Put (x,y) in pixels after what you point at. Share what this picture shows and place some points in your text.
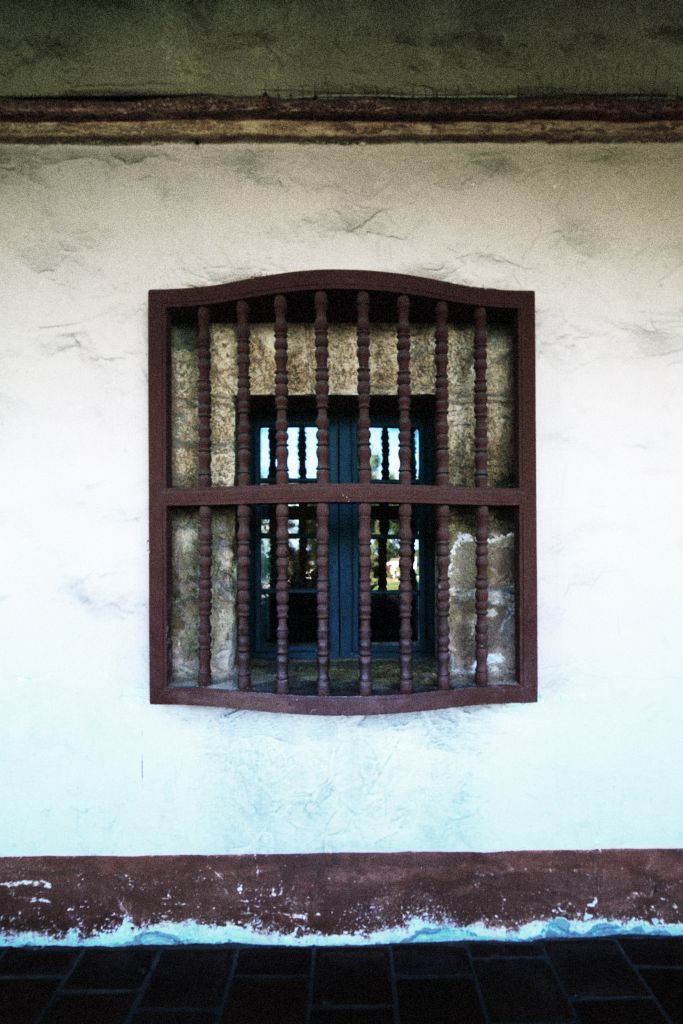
In this picture we can see the floor (250,979) at the bottom of the picture (260,977). We can see a window (534,386) on the wall (542,602). Through this window (330,648), we can see some objects (302,473) in the background (300,545).
